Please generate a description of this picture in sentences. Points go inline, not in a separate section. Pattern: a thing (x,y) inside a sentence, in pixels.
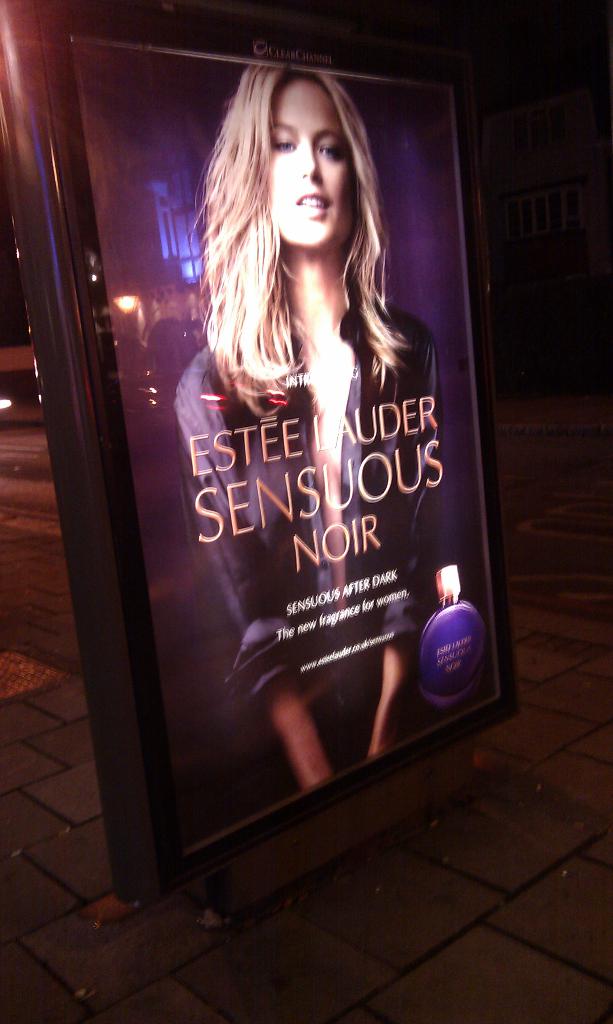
This is the picture of a road (568,510). In the foreground (173,802) there is a board (133,864). On the board (195,62) there is a picture (405,583) of a woman (308,112) and there is text (380,604) and there is a picture (446,638) of a bottle (448,591). At the back (593,176) there is a building (539,256). At the bottom (582,686) there is a road (565,548) and there is a footpath (287,903).
